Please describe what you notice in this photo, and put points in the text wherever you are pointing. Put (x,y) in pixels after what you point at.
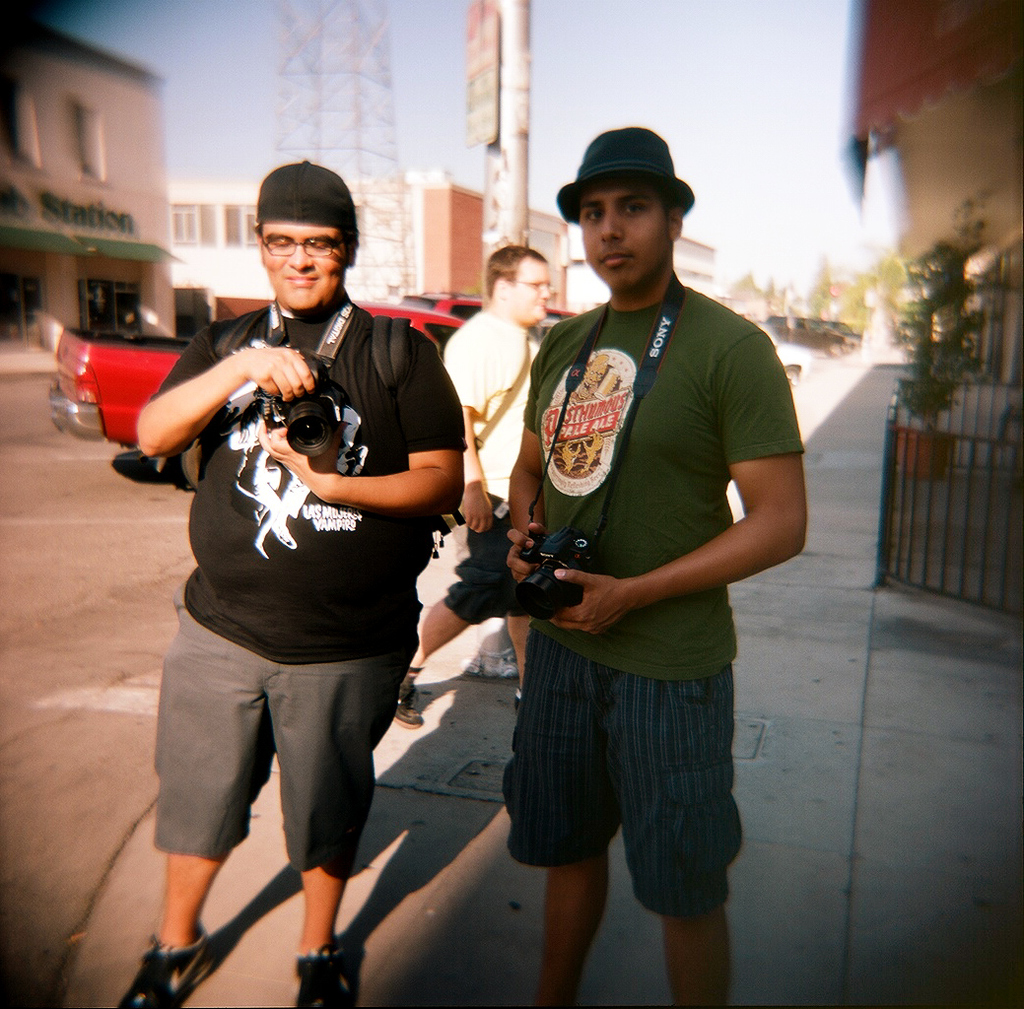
On the background of the picture (545,93) we can see a clear sky (720,84) and it seems like a sunny day. We can see tower (396,228), building (396,252) trees (839,282) over here. There is a red car (409,314) behind to these persons (599,660). We can see these both men (451,466) holding cameras (325,446) in their hands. On the background (506,509) we can see one man (482,581) walking. This is a pot (941,451) with plant (951,371).
